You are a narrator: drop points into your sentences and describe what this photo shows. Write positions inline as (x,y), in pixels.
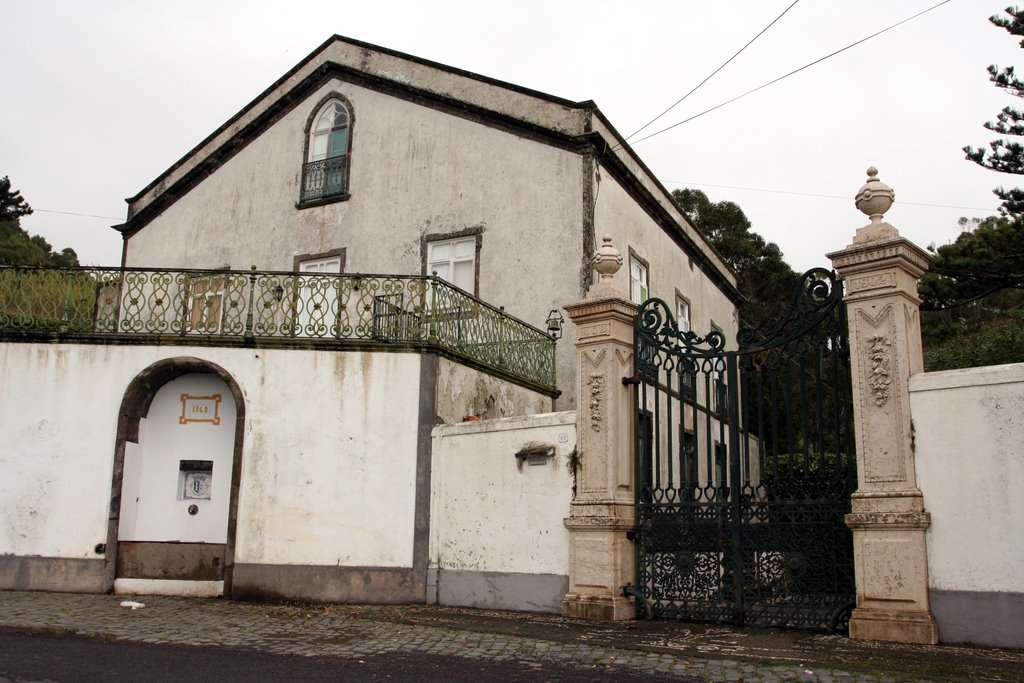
This is the picture of an old house (407,257) with white painting (358,256) and beside to the house (385,263) there is a gate (729,523) and the entrance (719,515) to the house (527,245). The house (366,305) has the balcony (248,301) with a door (314,271) and windows (322,149). In front of the house (383,250) there is a road (171,660). In background (105,81) there is a sky (315,44) and the trees (748,263).
